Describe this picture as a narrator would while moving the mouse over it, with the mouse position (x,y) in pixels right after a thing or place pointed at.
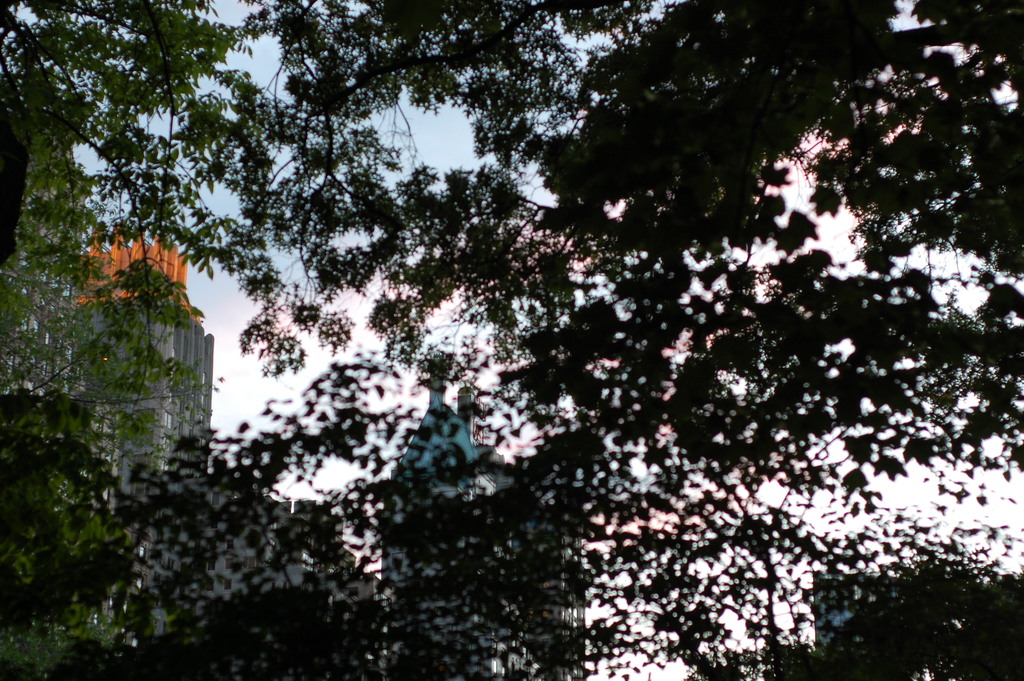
In this picture I can see buildings (184,396), trees (350,33) and a blue cloudy sky (296,397).
